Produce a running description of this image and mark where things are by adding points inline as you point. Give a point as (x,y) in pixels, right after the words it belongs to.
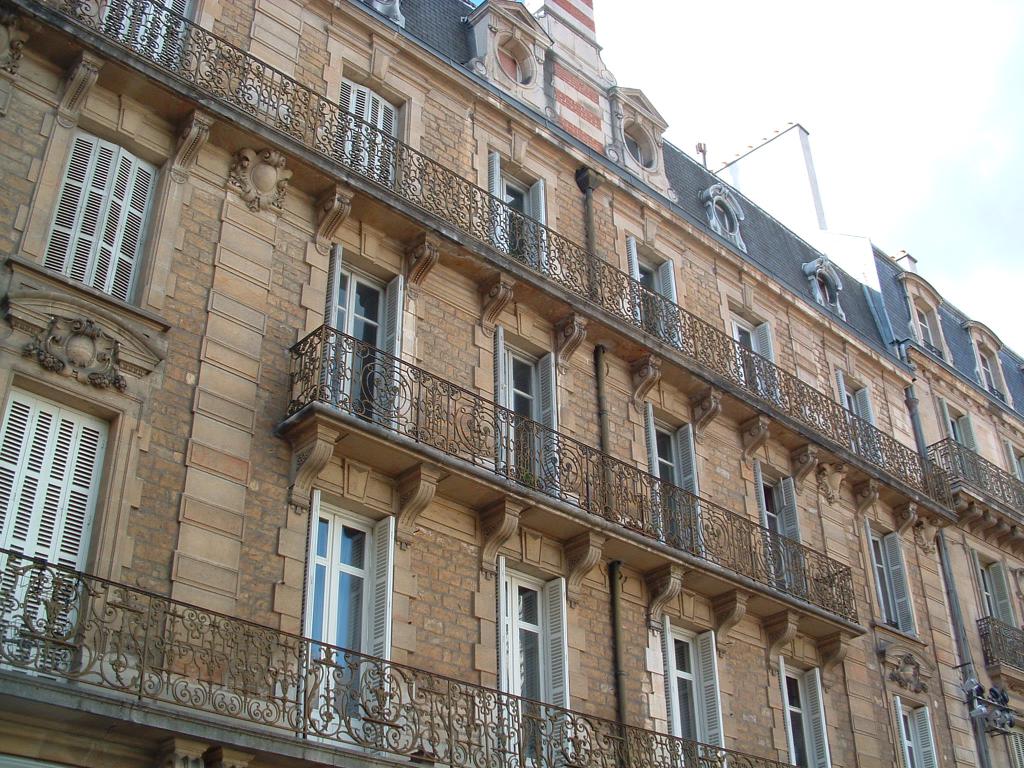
In the foreground (444,393) I can see buildings (471,399), windows (529,590) and a fence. In the right top (714,109) I can see the sky (1015,238). This image is taken may be in a day.
